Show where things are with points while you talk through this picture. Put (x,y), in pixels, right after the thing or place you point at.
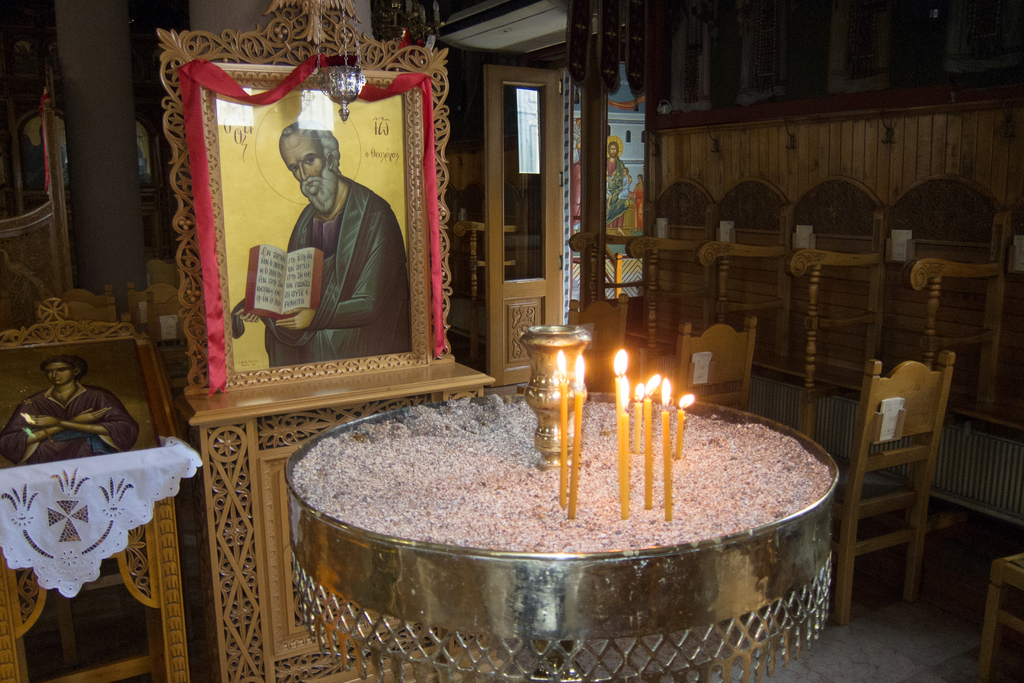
In this image we can see candles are kept here, we can see photo frames (46,354), light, wooden chairs (643,245), door (490,139) and the background of the image (86,19) is dark.
